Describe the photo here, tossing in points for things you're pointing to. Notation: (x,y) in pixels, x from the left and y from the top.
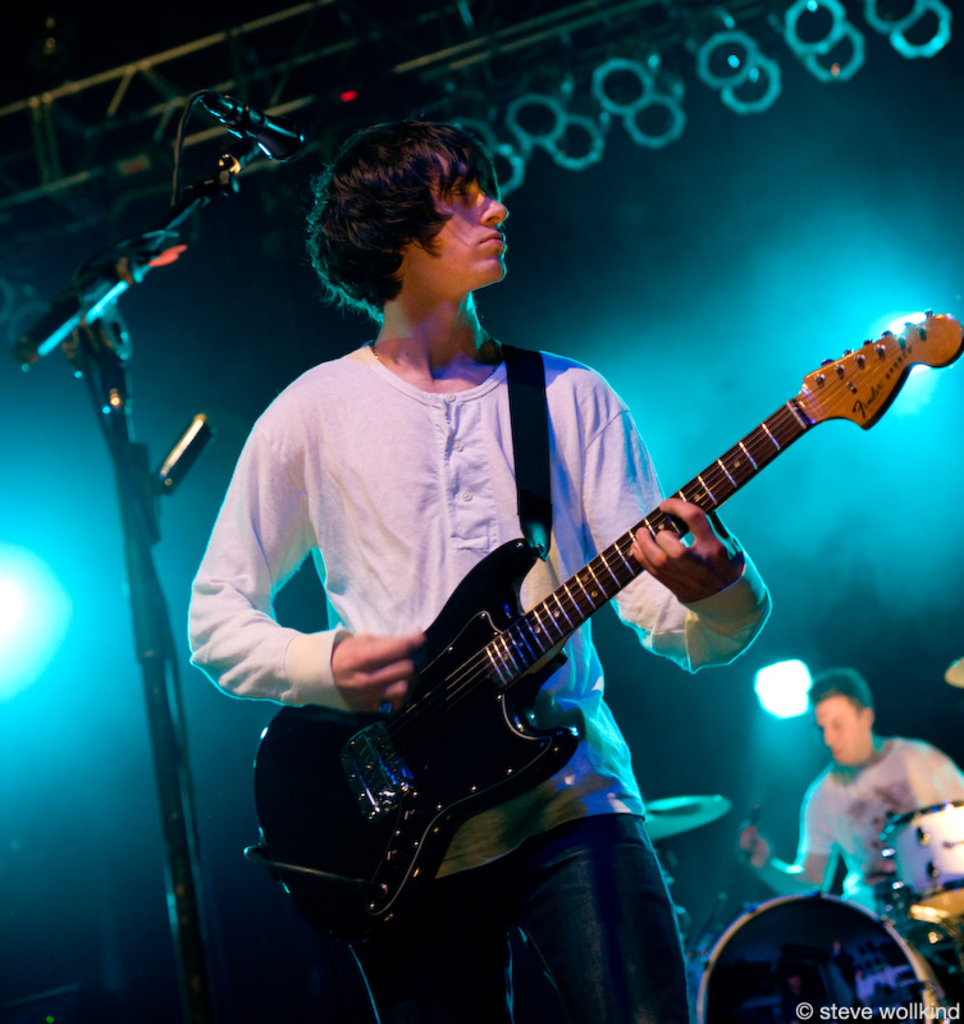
In this picture we can see man (506,476) holding guitar (585,589) in his hand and playing it and in front of him there is mic (239,133) and at back of him we can see person (789,871) playing drums (770,948), light (767,681).
